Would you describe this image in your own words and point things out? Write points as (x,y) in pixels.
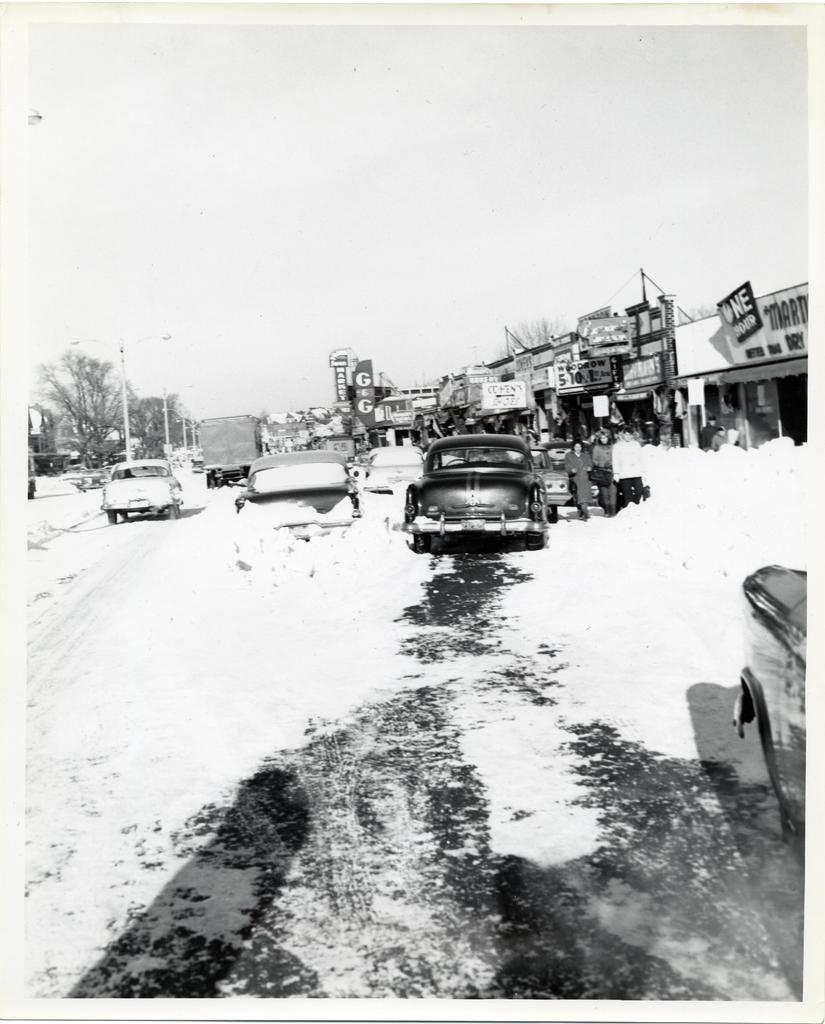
In this image we can see a black and white image of few vehicles (410,509) on the road (524,733), few buildings (560,409) with boards (796,320) on the right side (706,353) and few trees (115,389) and street lights (164,430) on the left side (155,441) and the sky (346,251) in the background (449,235).
